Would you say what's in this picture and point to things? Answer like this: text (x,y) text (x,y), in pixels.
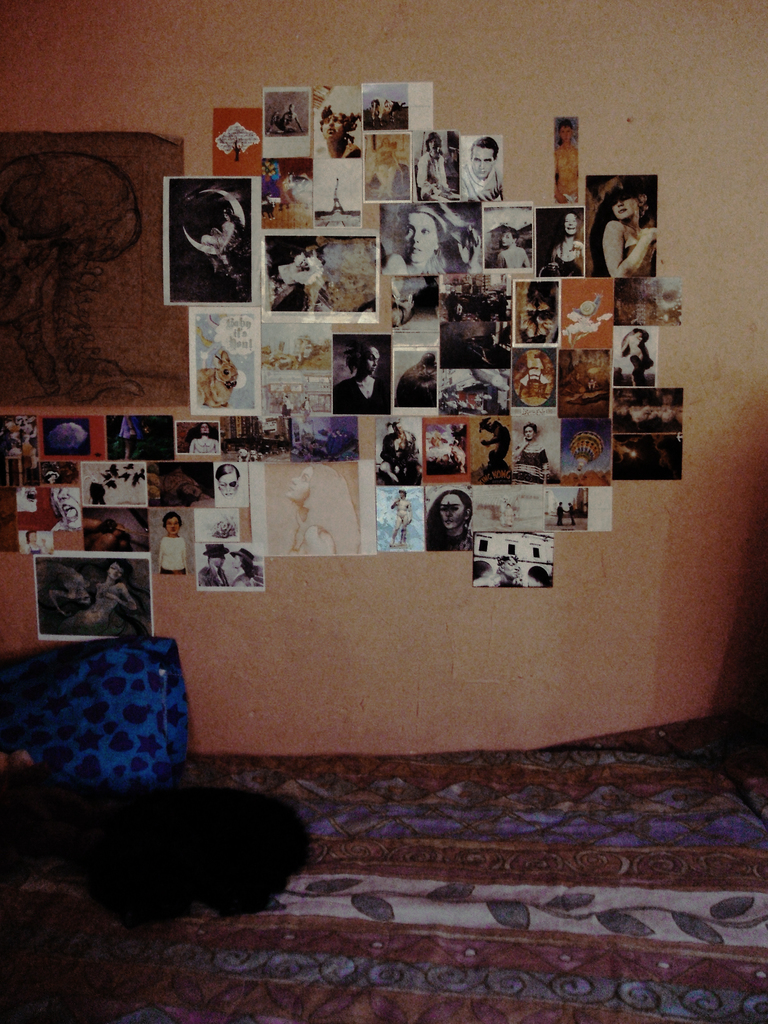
In this image, we can see a wall (648,490) with so many photographs (397,454) and poster (50,254). At the bottom (444,791), there is a cloth (515,825). Here we can see a pillow (137,736) on the cloth (487,843).
